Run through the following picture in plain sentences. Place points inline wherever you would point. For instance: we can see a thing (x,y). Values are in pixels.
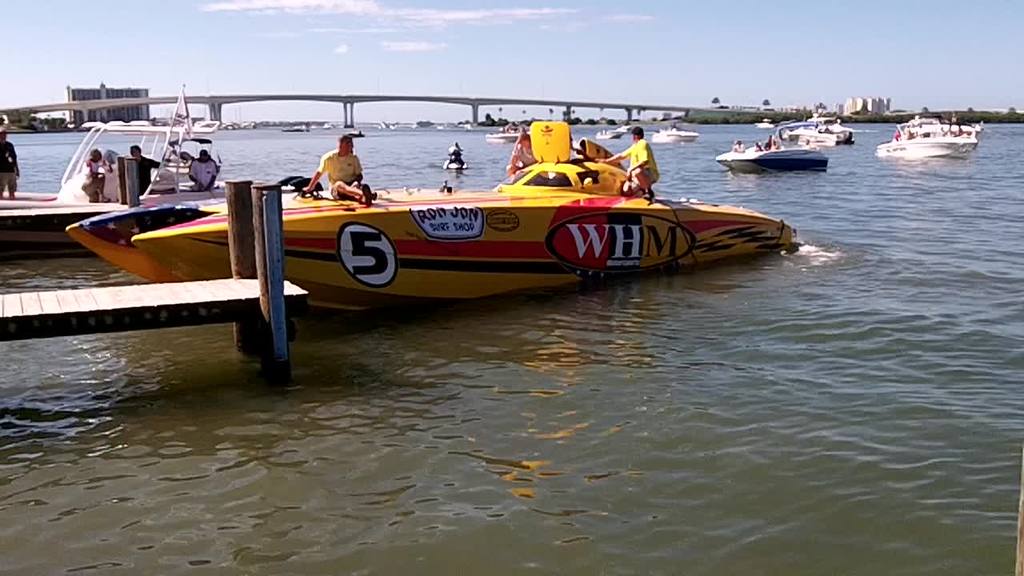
In this picture we can see boats (136,252) on water (870,277) and on these boats (497,223) we can see some people (112,174), flag (181,134), platform (267,222), bridge (306,101), buildings (108,97), trees (898,120) and in the background (530,40) we can see the sky (681,47) with clouds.
